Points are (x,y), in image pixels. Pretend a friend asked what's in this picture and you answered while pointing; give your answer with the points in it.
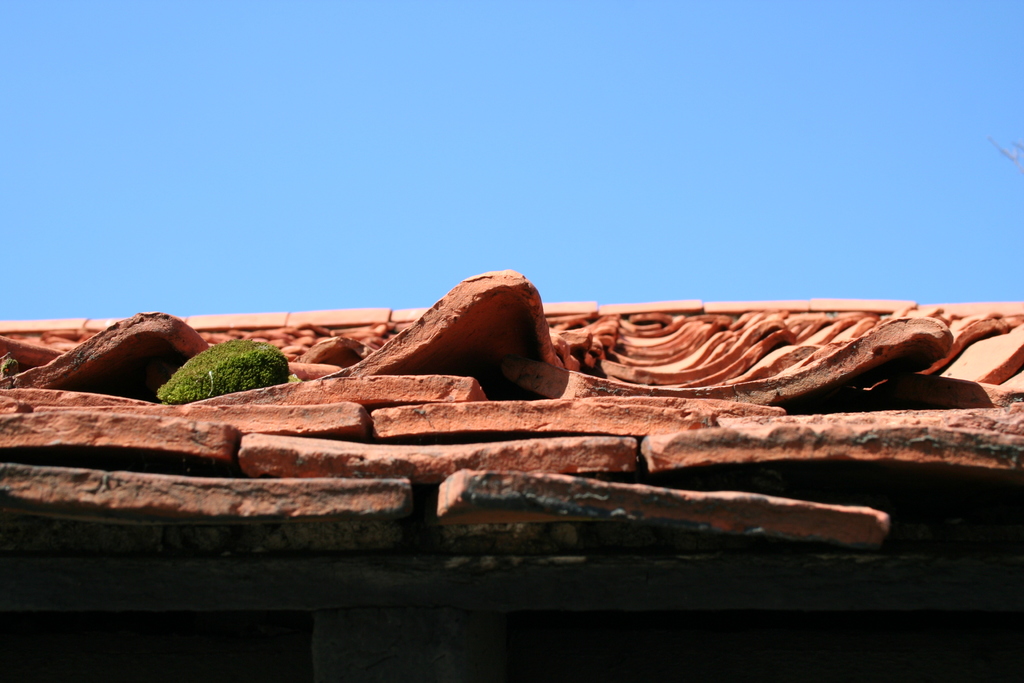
In this image, we can see a roof (321,463) and on the roof (600,328), there are bricks (490,418).
